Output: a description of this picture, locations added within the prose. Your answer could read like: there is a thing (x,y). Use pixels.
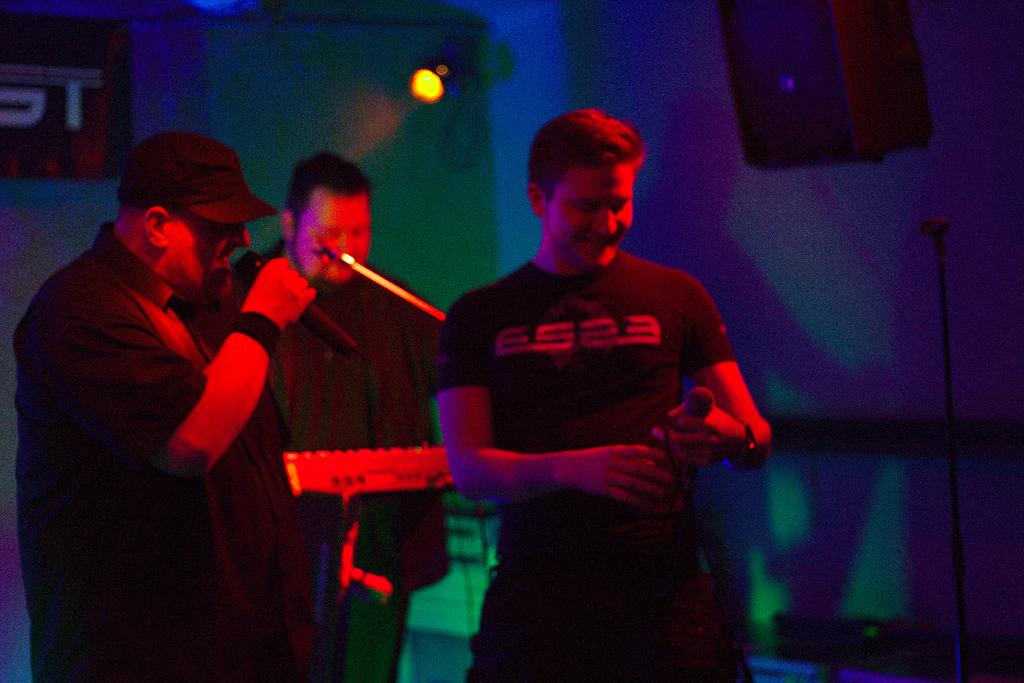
In the foreground of the picture (251,312) there are people (601,398) standing, they are holding mics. In the center of the background (353,234) there is a person (376,387) standing. In the background (810,14) there are speaker (810,45), light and poster (43,85). In this picture it is dark.
